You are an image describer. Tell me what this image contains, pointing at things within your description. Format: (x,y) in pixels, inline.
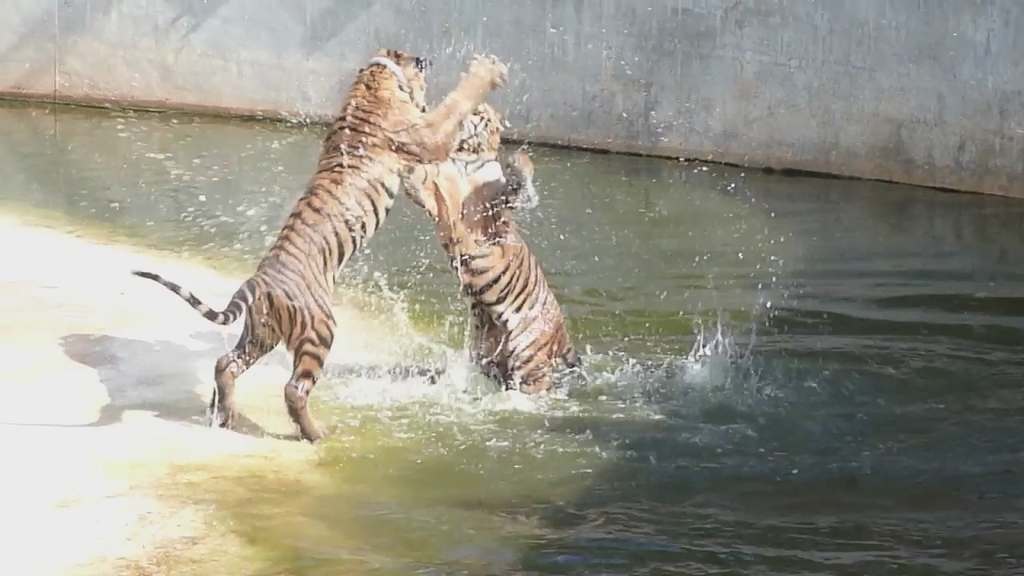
In this image I can see two tigers (321,345) in the water (438,387). It seems like they are fighting. In the background (682,55) there is a wall (930,65).
